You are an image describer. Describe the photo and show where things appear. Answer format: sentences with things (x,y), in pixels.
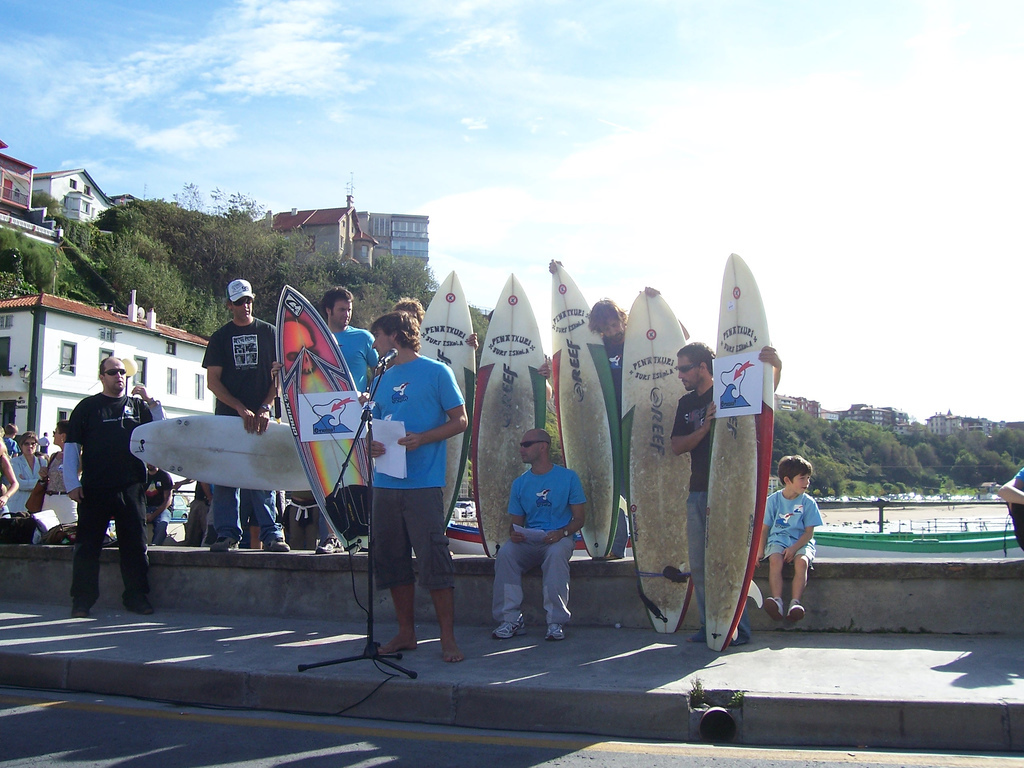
In this image we can see a person (409,446) wearing blue t shirt (432,473) is standing in front of the mic (386,363). We can see few people (361,344) are holding the surf boards (598,346). In the background (56,279) we can see buildings (69,373), trees (130,249) and sky (674,180).
